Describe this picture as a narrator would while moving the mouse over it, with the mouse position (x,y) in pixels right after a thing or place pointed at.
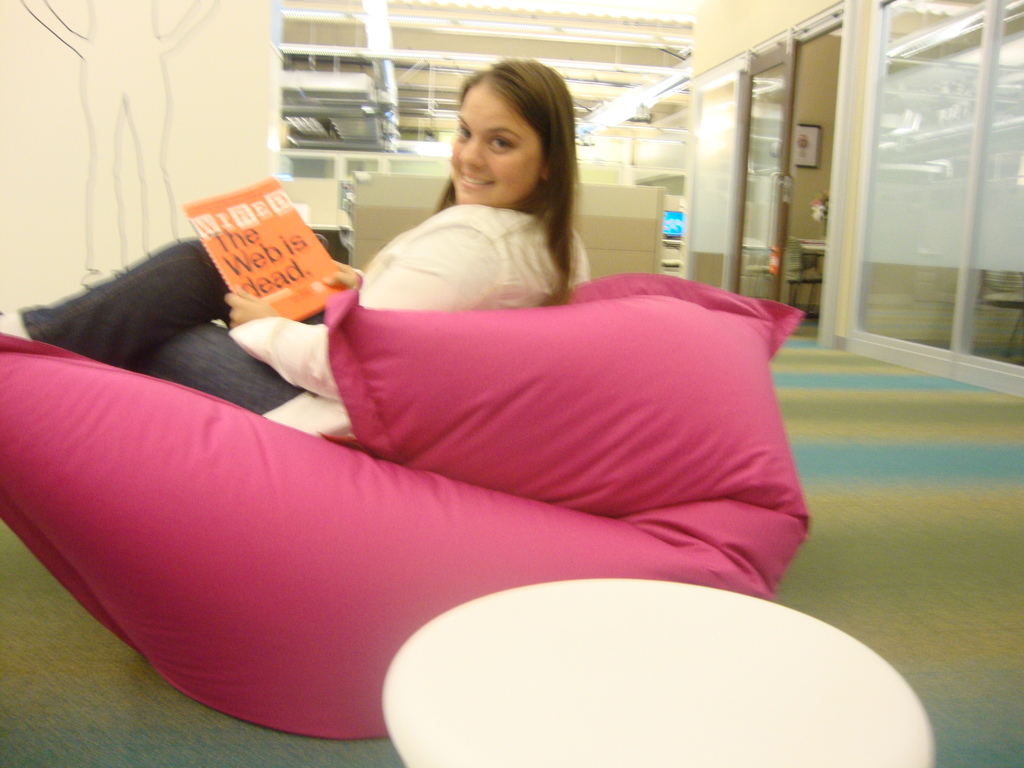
This is the picture of a woman (417,284) in white shirt (472,262) sitting on a chair (366,418) and the women (337,419) holding a book (296,271). Background of the women (384,266) is a glass door (904,220) and a wall (832,129) on the wall (9,129) there is frame (803,138) and painting (125,107).
